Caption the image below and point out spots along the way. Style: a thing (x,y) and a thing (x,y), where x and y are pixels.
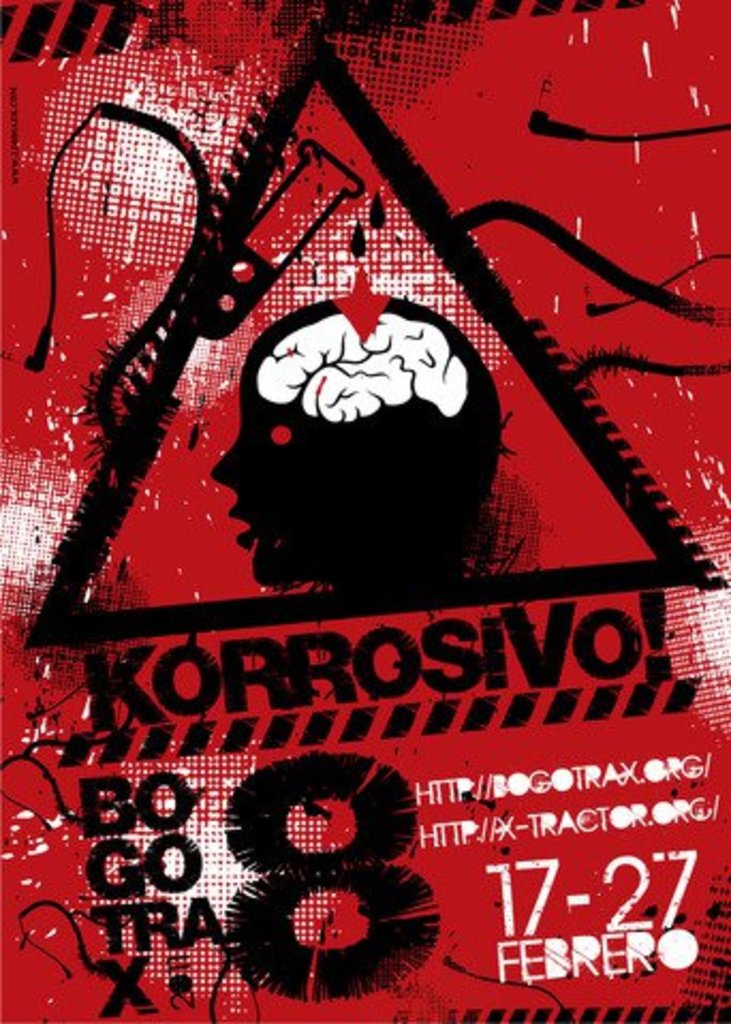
In this image we can see a graphical picture of a person's brain (328,414) and in the background (270,652) we can see some text (513,962).
